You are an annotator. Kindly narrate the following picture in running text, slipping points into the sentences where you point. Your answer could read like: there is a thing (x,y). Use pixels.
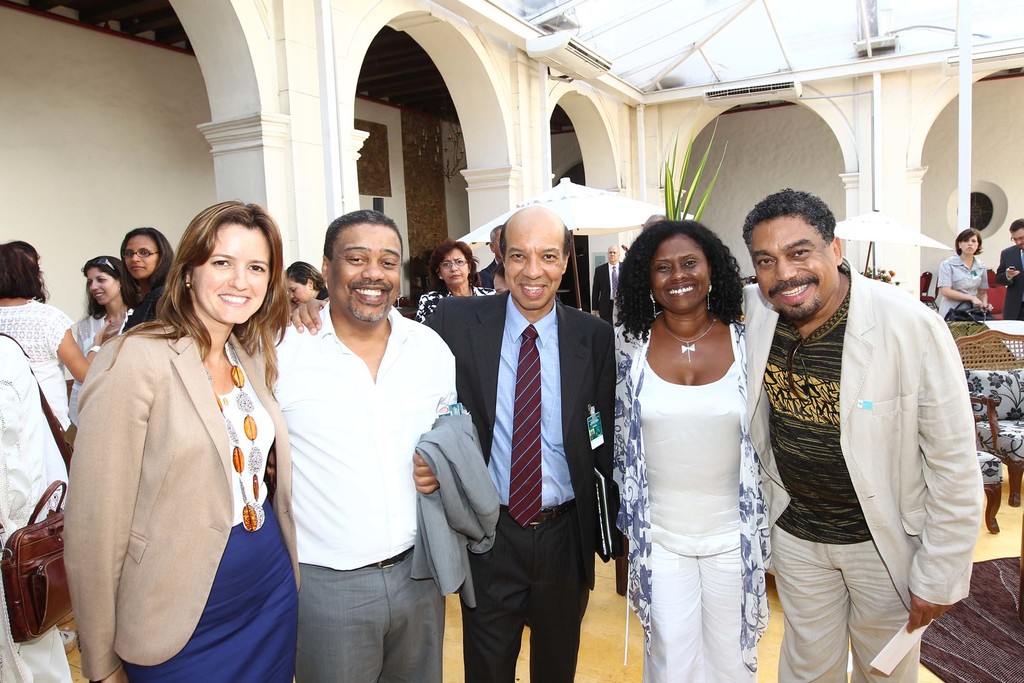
In this image there are a few people (313,384) standing and posing for the camera with a smile on their face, behind them there are a few other people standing and there are chairs (969,361).
